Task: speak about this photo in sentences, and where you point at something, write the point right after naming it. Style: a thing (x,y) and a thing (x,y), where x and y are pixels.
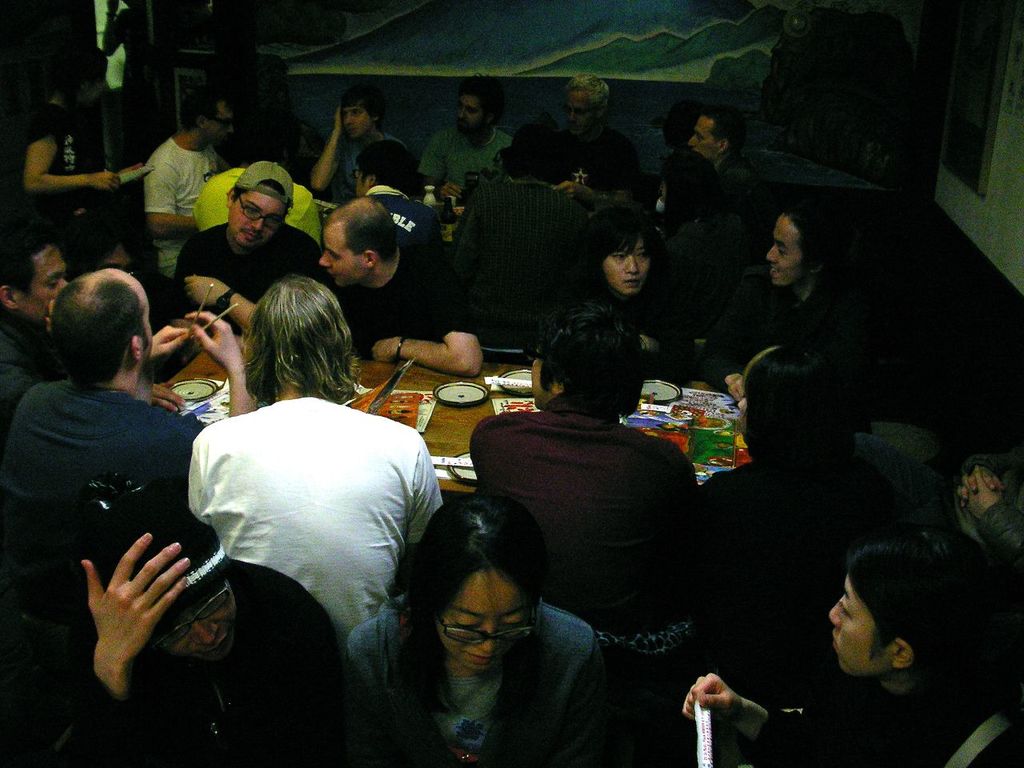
In the image I can see number of persons (601,327) are sitting on chairs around the brown colored table (444,410) and on the table (489,412) I can see few plates (473,401) and few other objects (507,410). I can see a person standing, the wall (132,92) and few other objects (506,385).
